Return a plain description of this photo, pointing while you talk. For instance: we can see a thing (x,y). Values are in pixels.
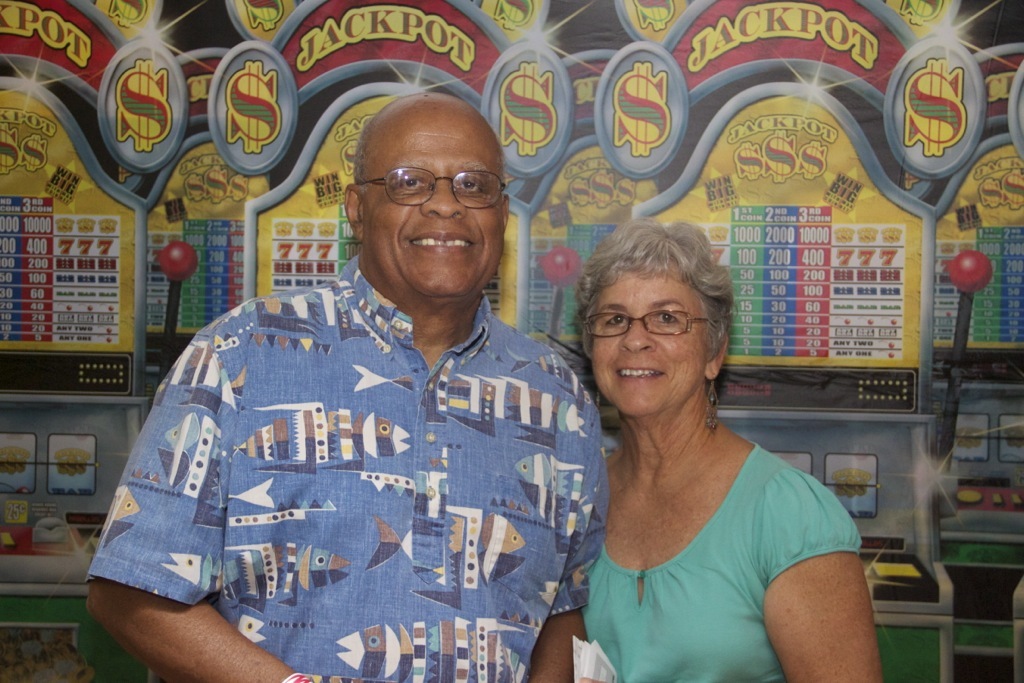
In this image we can see two persons (593,313). Behind the persons (703,241) we can see gaming consoles (112,282) truncated.
